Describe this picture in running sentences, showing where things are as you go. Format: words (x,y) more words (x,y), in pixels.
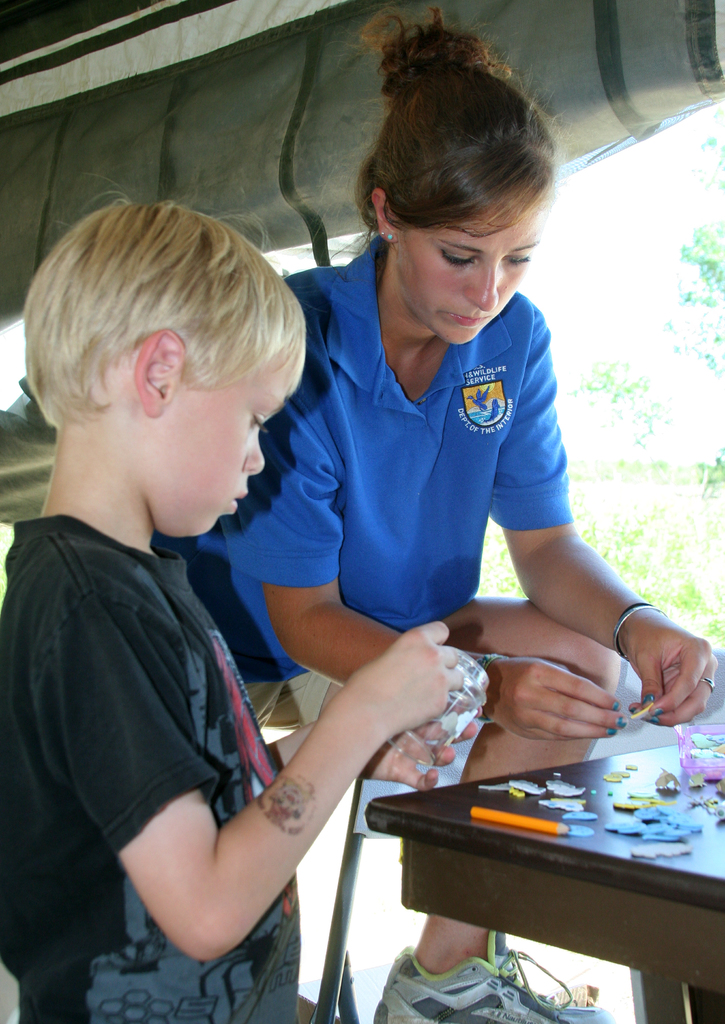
In the image we can see a woman (426,445) and a child (208,406), wearing clothes (378,431). The woman (414,501) is wearing shoes (516,1018), bracelet (649,608), finger ring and ear studs (388,236). Here we can see a wooden table (566,823) and things (671,830) on the table (652,872). Here we can see a tree (614,383) and the tent (157,131).
